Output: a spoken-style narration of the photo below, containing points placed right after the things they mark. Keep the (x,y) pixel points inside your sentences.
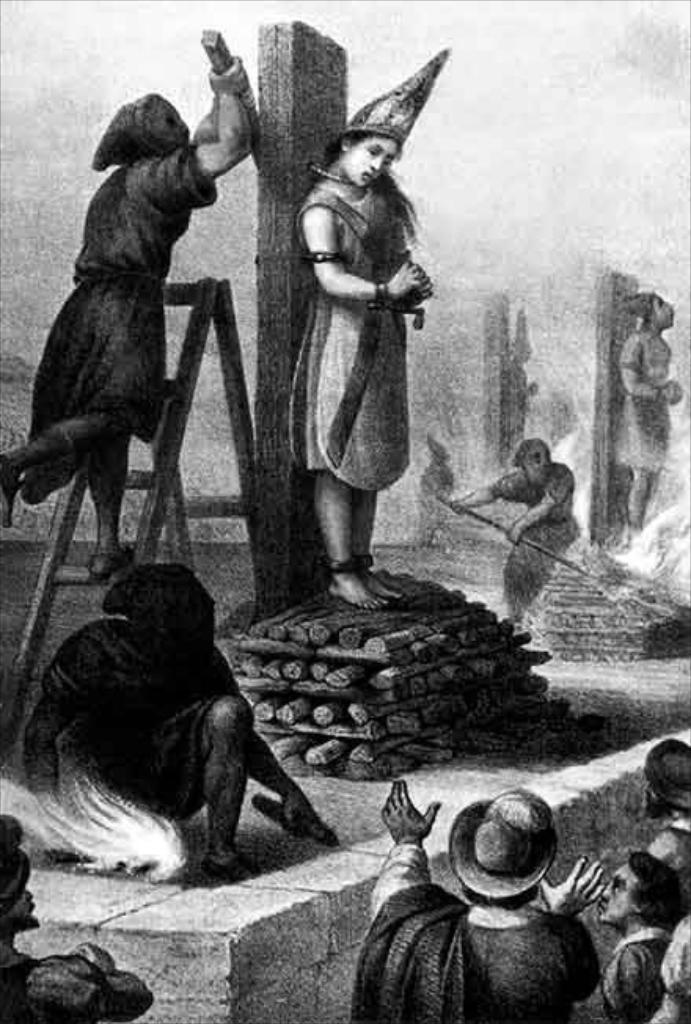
This is a black and white pic. At the bottom (114,997) we can see few persons (114,744). There are few persons (357,464) tied to the objects (261,201) and they are standing on the wooden sticks (374,714). we can see few persons (395,788) and a person (42,395) is holding an object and standing on the ladder (53,589).
